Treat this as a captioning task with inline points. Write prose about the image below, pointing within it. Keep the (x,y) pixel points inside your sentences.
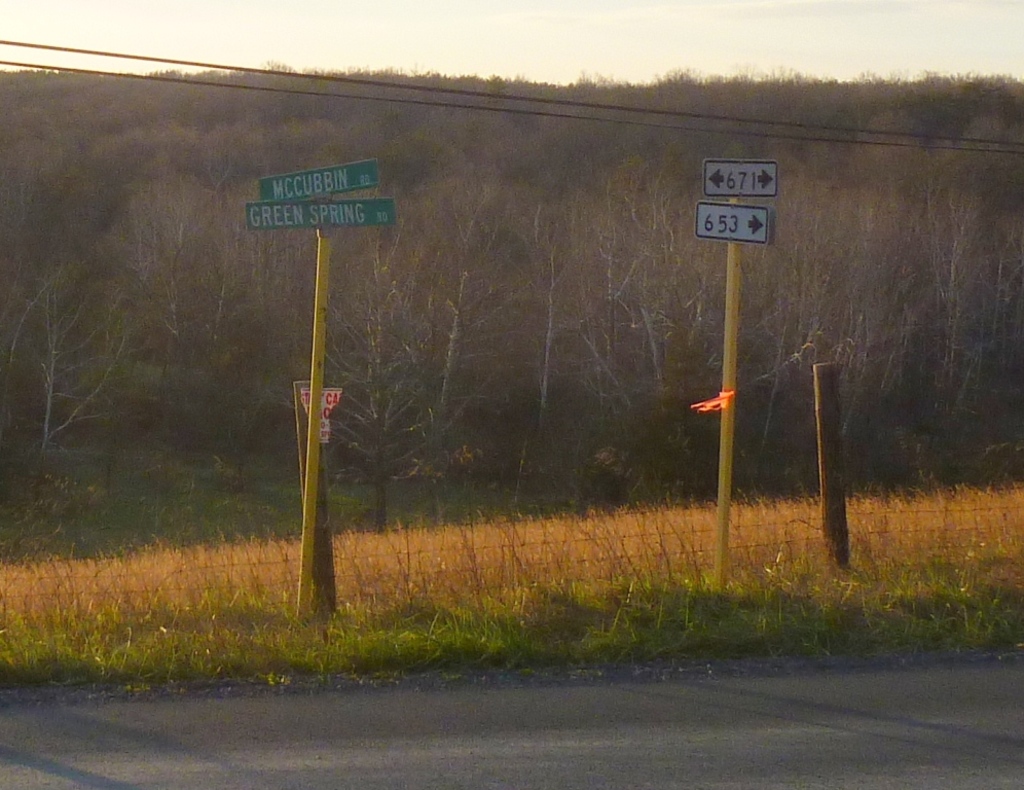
In the image we can see road (781,732), grass (693,607), pole (729,442), board (331,200), trees (555,254), electric wires (609,106) and a sky (613,46).
